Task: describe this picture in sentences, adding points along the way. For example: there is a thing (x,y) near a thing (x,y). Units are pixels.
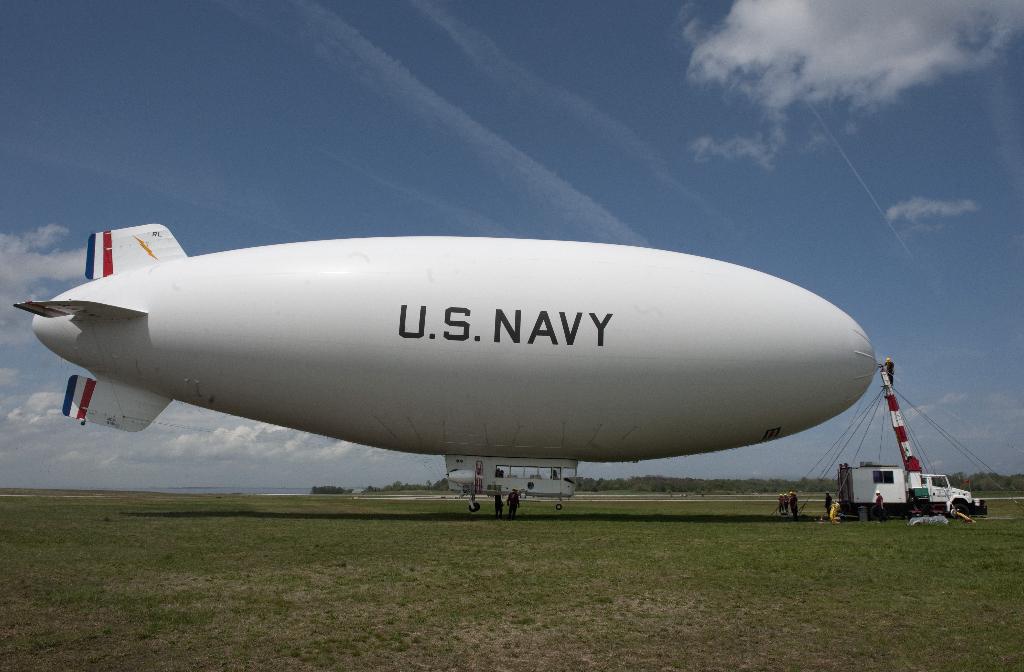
There is an airship (521,290). Near to that few people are standing. Also there is a vehicle (918,480). There are ropes (879,435) and a crane (891,406). On the ground (373,570) there is grass (522,597). In the background (569,120) there is sky (646,98) with clouds (802,97). Also there are trees (725,486).
